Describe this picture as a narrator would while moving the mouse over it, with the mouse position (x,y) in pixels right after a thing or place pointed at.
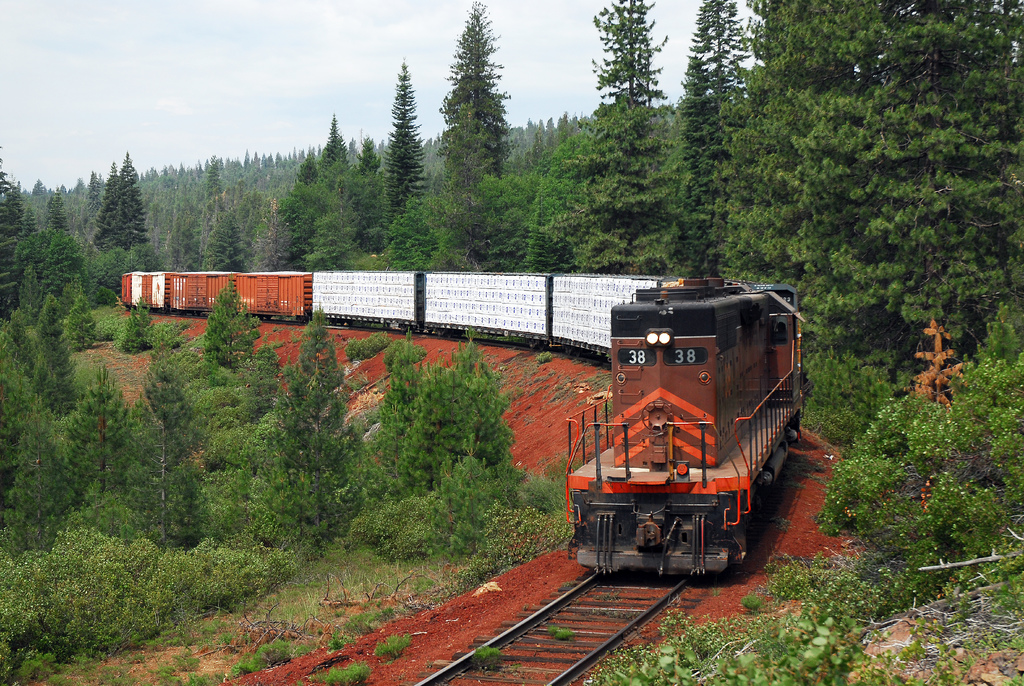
There is a train (665,415) on the right side of the image (738,468) and there is greenery (956,31) on both the sides. There is sky (249,78) at the top side (249,78).
